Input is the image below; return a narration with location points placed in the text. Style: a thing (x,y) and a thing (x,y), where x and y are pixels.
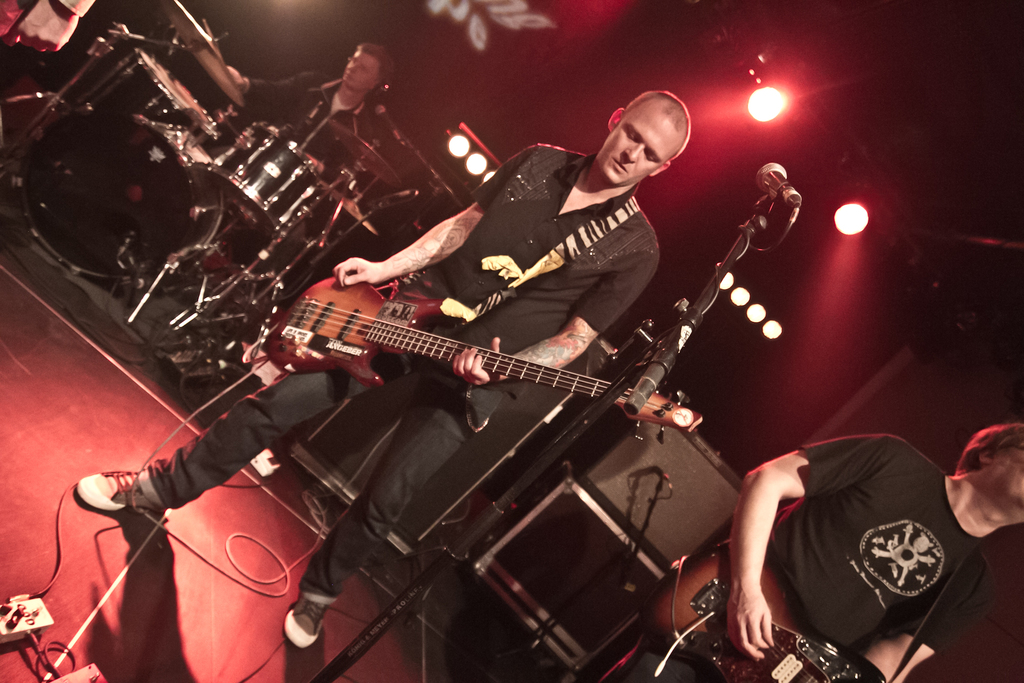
In this picture we can see Three person (538,287) playing a music on the stage (327,662). From Center a man (600,282) wearing Black shirt (600,282) is playing guitar (411,339), right side (902,577) another person (901,558) wearing black T-shirt (863,572) also playing guitar (842,649) and on the behind left side (134,167) a man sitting and playing drums (312,164). On the Top (768,112) we can see red spot light (769,99) and on the bottom floor (28,536) we can see some extension box (38,612), cable (70,649) and some speakers (550,522).
